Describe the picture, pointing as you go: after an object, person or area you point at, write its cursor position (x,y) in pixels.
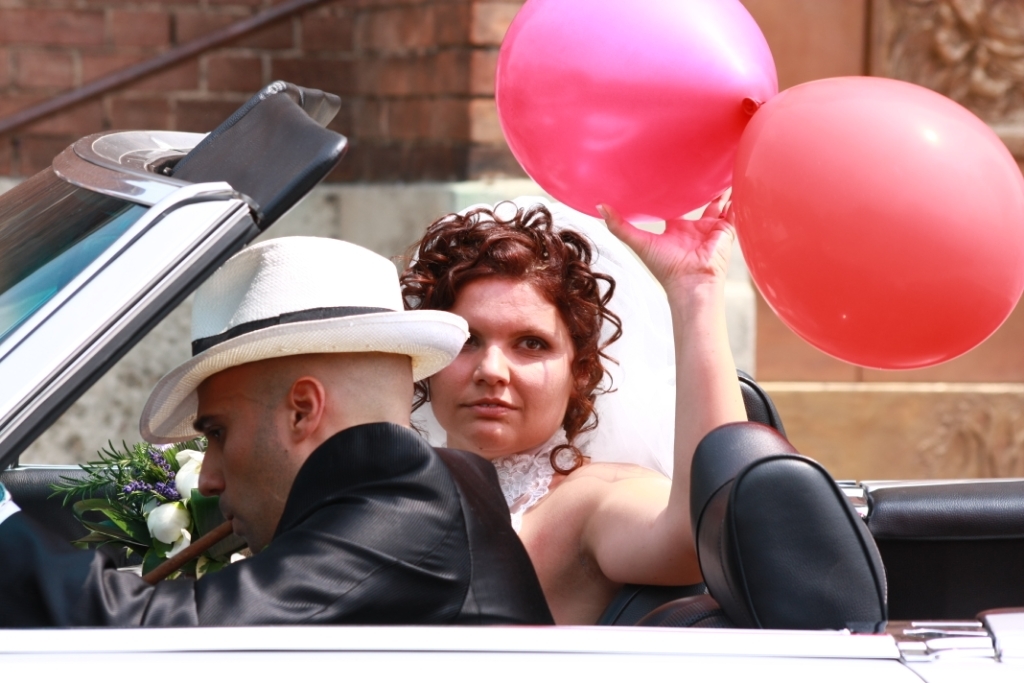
In this image I can see two persons (473,449) sitting in a vehicle (33,403) and one person (632,238) is holding balloons (586,187). There is a flower bouquet (199,500). And in the background (228,97) there is a wall (312,72).
